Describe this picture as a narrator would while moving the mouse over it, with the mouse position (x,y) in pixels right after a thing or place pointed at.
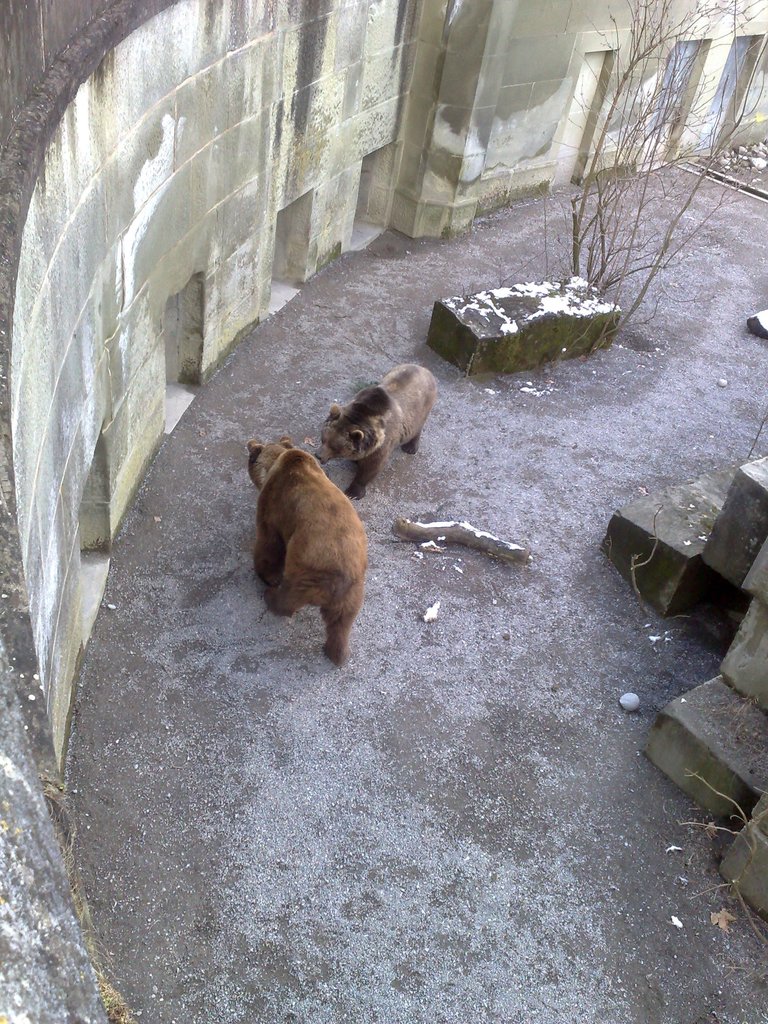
In this image I can see two bears (399,429) and they are in brown color. In the background (655,118) I can see few dried trees (598,177) and the wall (262,128) is in gray, white and cream color.
